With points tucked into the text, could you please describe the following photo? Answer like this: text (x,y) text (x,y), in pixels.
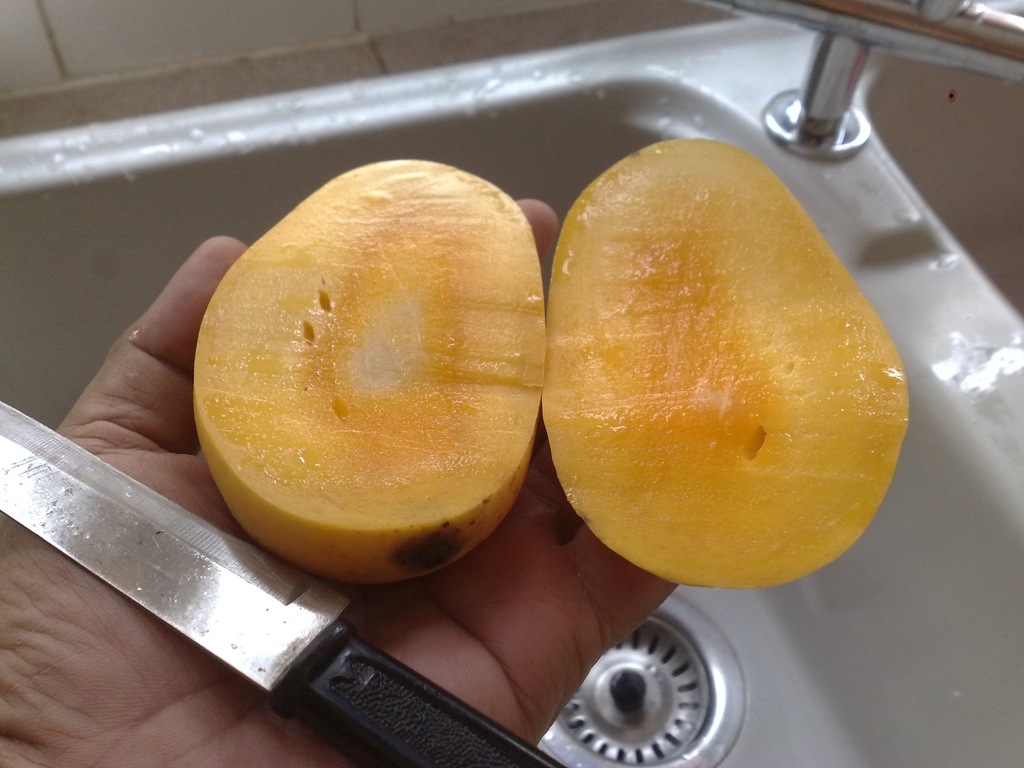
In the image I can see a mango (425,374) and a knife (176,550) on a person hand (397,586). In the background (870,571) I can see a sink (888,295), a tap (816,35) and some other objects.
